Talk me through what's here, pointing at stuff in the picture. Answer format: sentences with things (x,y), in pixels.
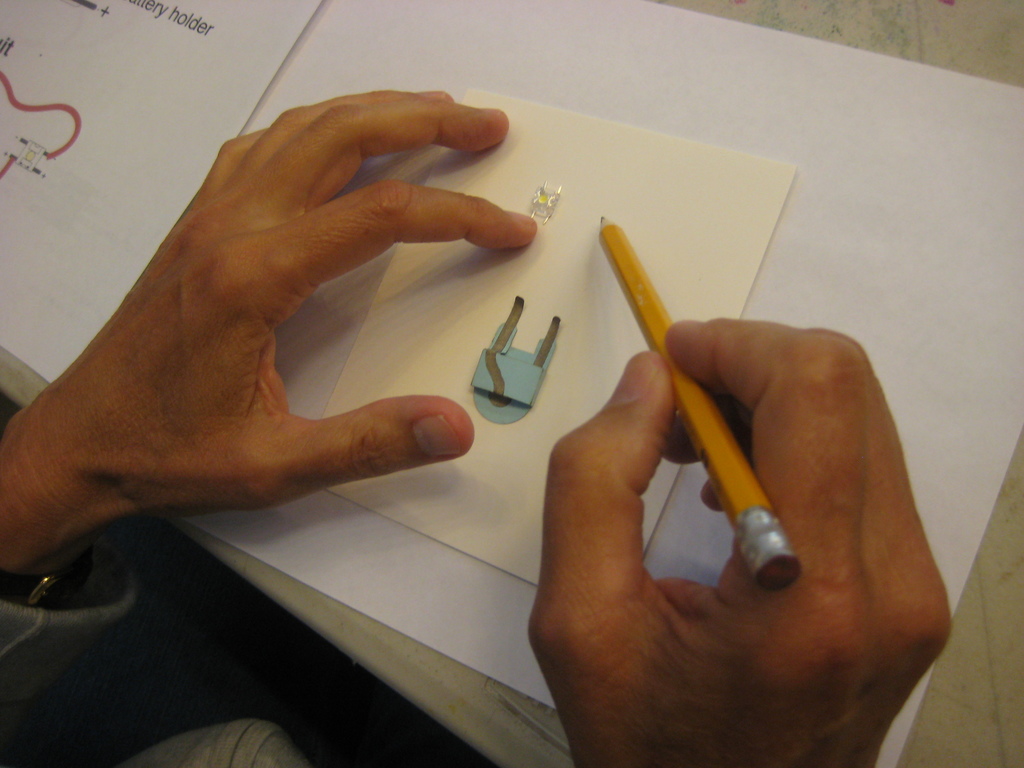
In this image we can see a person's hands (686,698). A person (686,698) is holding a pencil (705,437) in his hand (656,407). There is an object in the image.
